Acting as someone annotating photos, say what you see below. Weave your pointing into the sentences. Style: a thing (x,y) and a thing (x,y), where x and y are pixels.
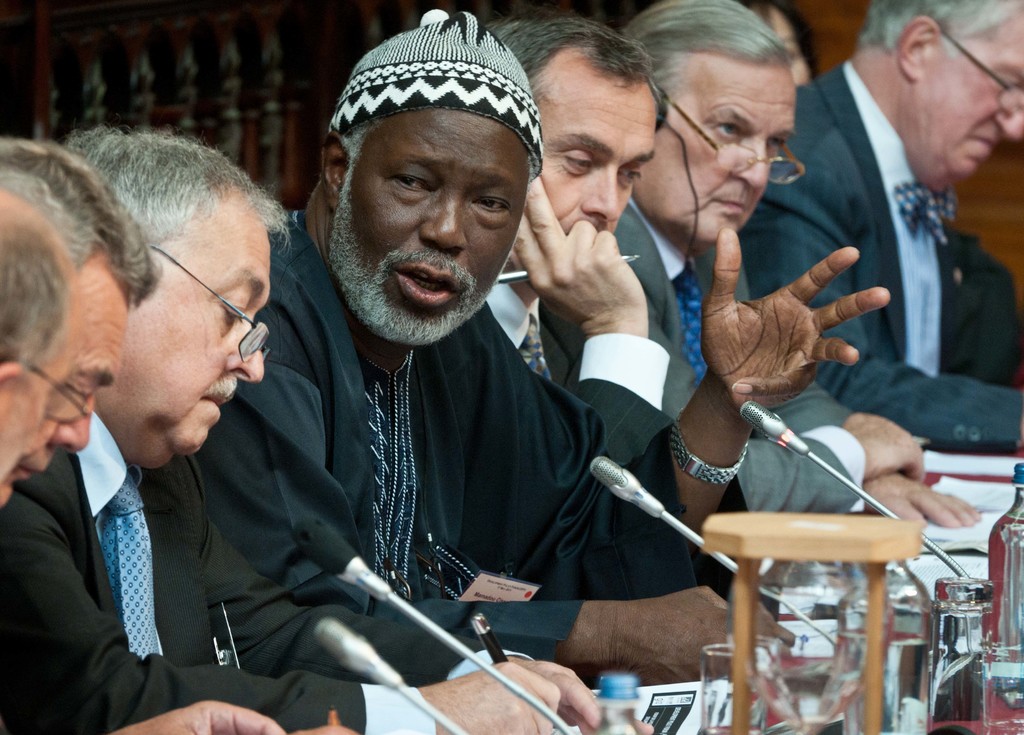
In this image there are group of people (262,355) sitting, and on the table (657,701) there are papers (646,718), pens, glasses (1002,680), bottles (617,690), mike's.
